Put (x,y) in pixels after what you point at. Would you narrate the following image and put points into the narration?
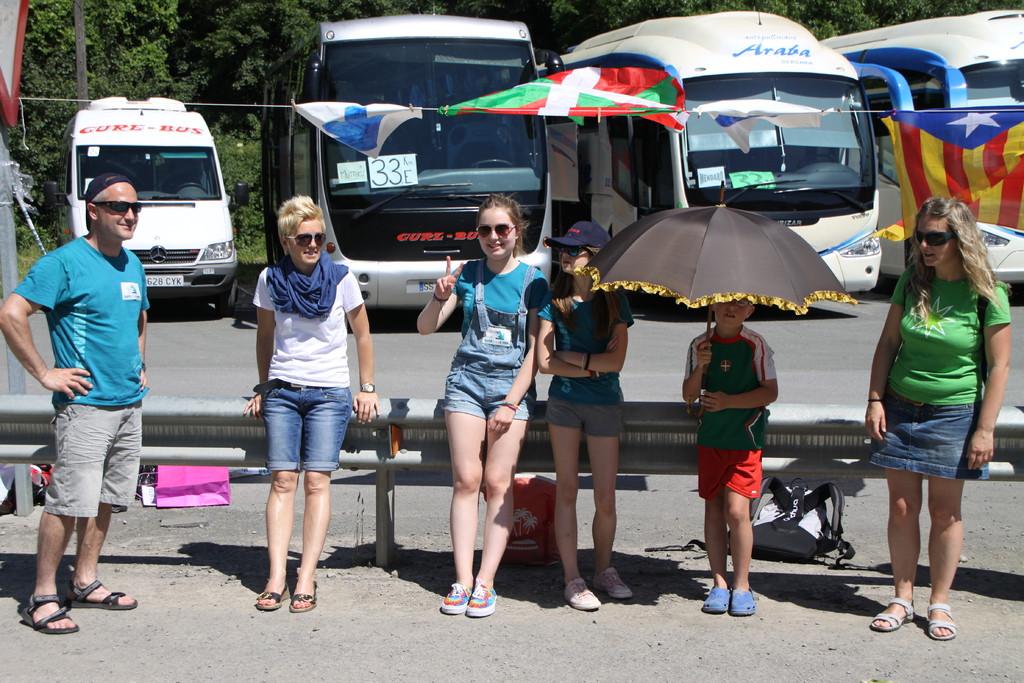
In the image there are a group of people (558,462) standing in the front (970,412) and behind them there are four vehicles (558,143) parked beside the road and behind the vehicles (486,89) there are many trees (34,31).
